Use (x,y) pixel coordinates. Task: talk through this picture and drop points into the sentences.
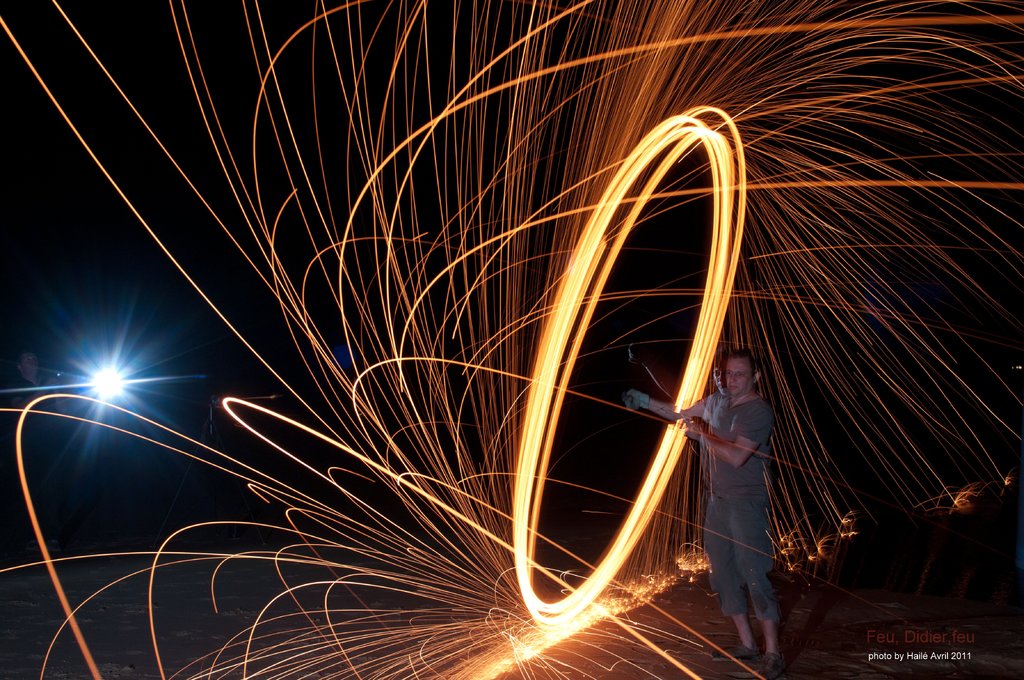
In the foreground of this image (726,515), there is a man (765,551) standing and spinning an object (658,132) which emits fire sparks (482,515). In the background (94,332), there is a light (128,342) in the dark and it seems like a person (32,354) on the left (27,370).
